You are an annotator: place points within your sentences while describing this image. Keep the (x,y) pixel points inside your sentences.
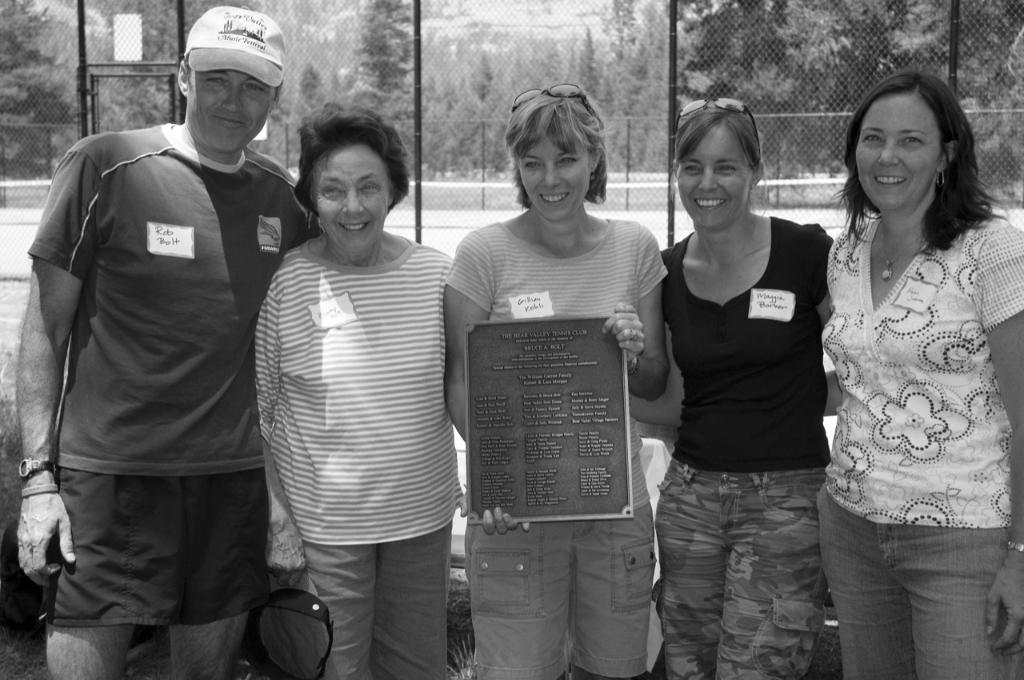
In this image I can see four women (447,407) and a man (207,266) is standing and smiling among them this woman (523,283) is holding some object (552,377). In the background (458,53) I can see fence (587,52) and trees (526,70). This picture is black and white in color.
